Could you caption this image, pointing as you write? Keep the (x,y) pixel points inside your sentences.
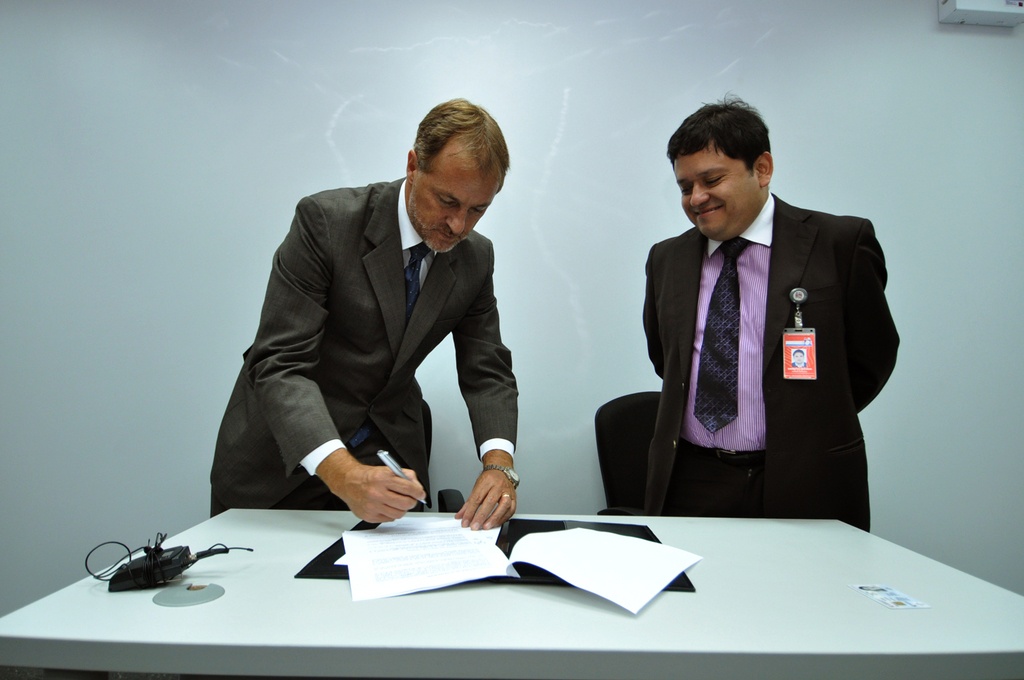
In this picture I can see there is a man (381,295) standing, he is wearing a blazer (383,330), shirt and he is holding a pen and papers (486,559) which are placed on the table (464,596) in a file (504,580) and there is another man (705,204) next to him, he is wearing a blazer (828,463), ID card (816,366) and smiling. In the backdrop (570,447), there are chairs (616,482) and there is a wall (585,428).
